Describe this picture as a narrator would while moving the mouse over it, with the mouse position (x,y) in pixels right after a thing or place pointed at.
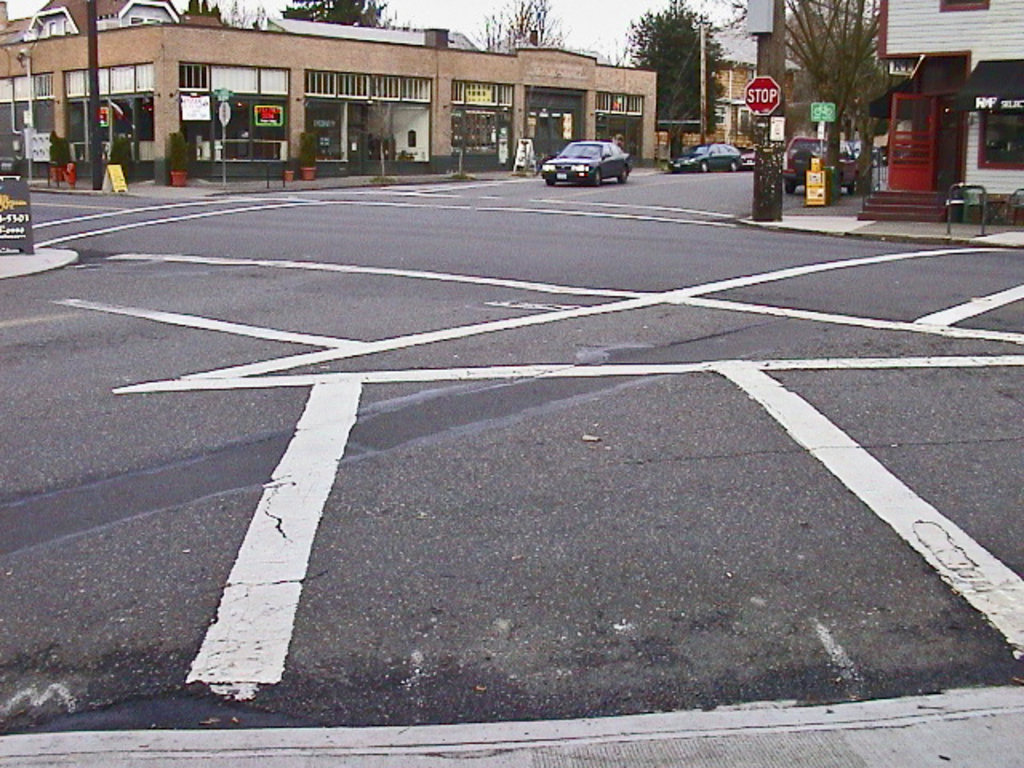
In the center of the image (519,256) we can see a few vehicles (604,158) on the road (606,208). In the background (440,80), we can see the sky (459,23), trees (853,34), buildings (510,108), poles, sign boards (9,187), pots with plants (168,147) and a few other objects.
